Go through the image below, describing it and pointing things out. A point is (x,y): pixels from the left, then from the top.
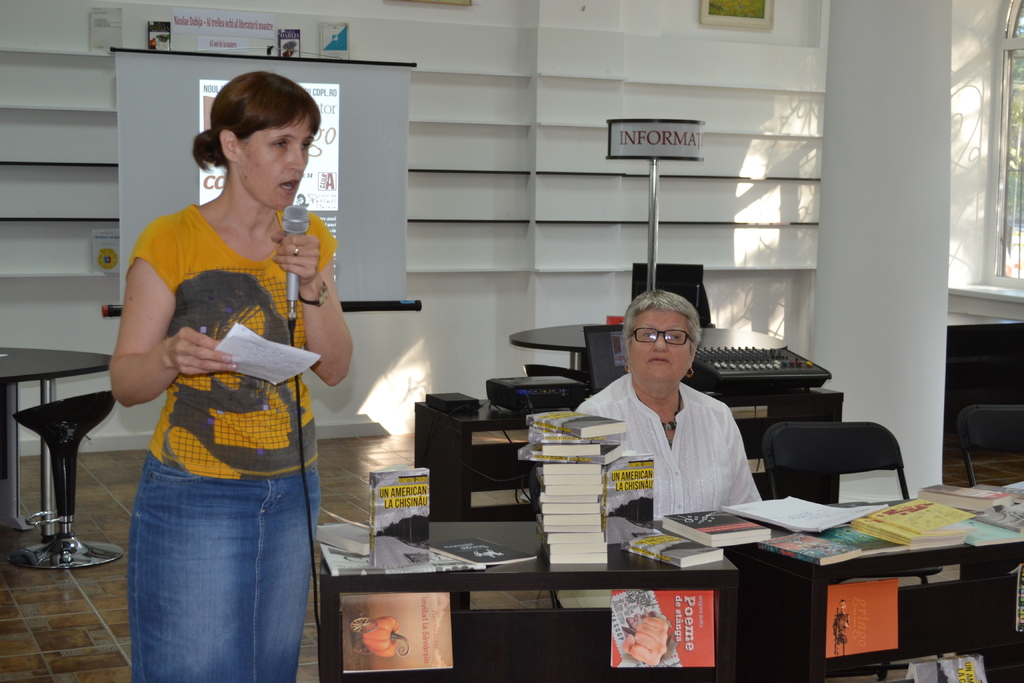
As we can see in the image, there are two people (287,385). the woman (287,385) who is standing here is holding mic (296,283). In the background (486,208) there is a wall (486,208) and there is a table (450,586) over here. On table (466,586) there are books (496,547).
